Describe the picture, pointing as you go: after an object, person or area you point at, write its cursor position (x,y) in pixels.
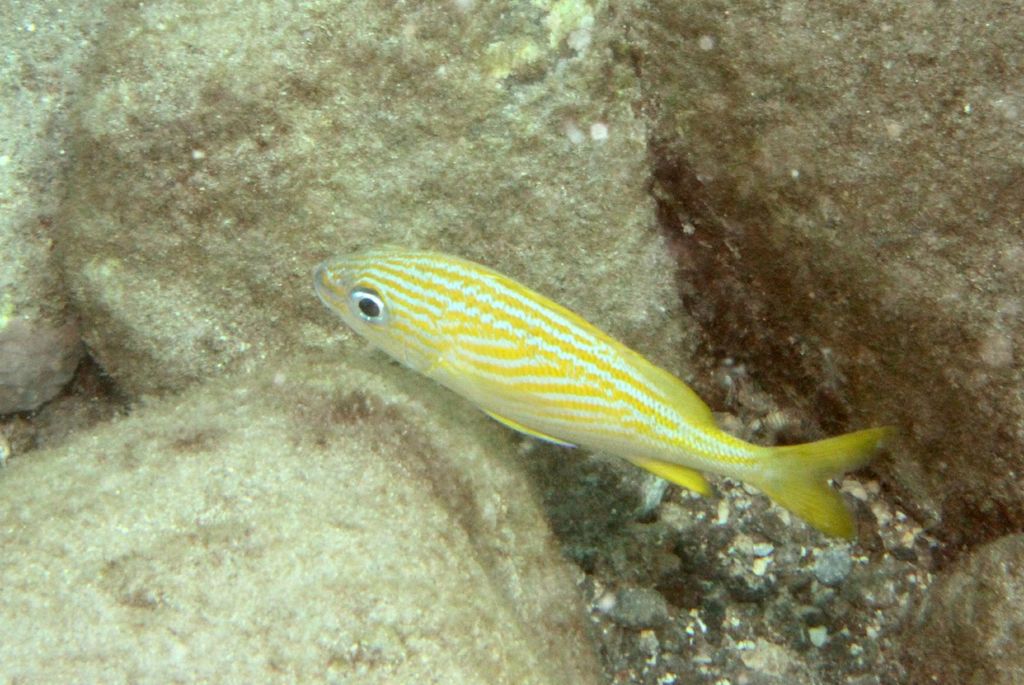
This picture describe about the yellow color fish (491,369) in the sea water (294,263) and some rocks (135,265).
